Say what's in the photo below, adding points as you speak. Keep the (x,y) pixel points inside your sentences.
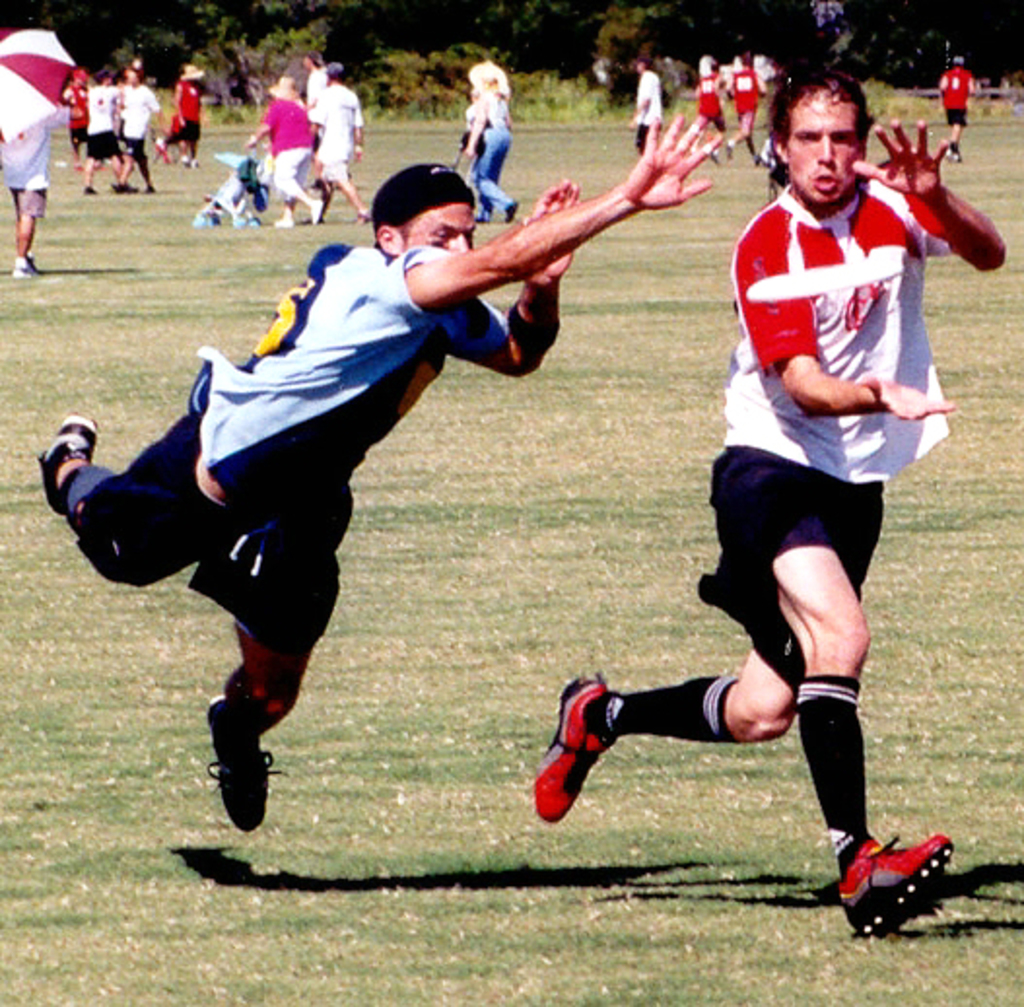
In this picture there are people (162,536) and we can see grass (5,241), stroller (246,177) and umbrella (59,54). In the background of the image (74,21) we can see trees (649,4).
